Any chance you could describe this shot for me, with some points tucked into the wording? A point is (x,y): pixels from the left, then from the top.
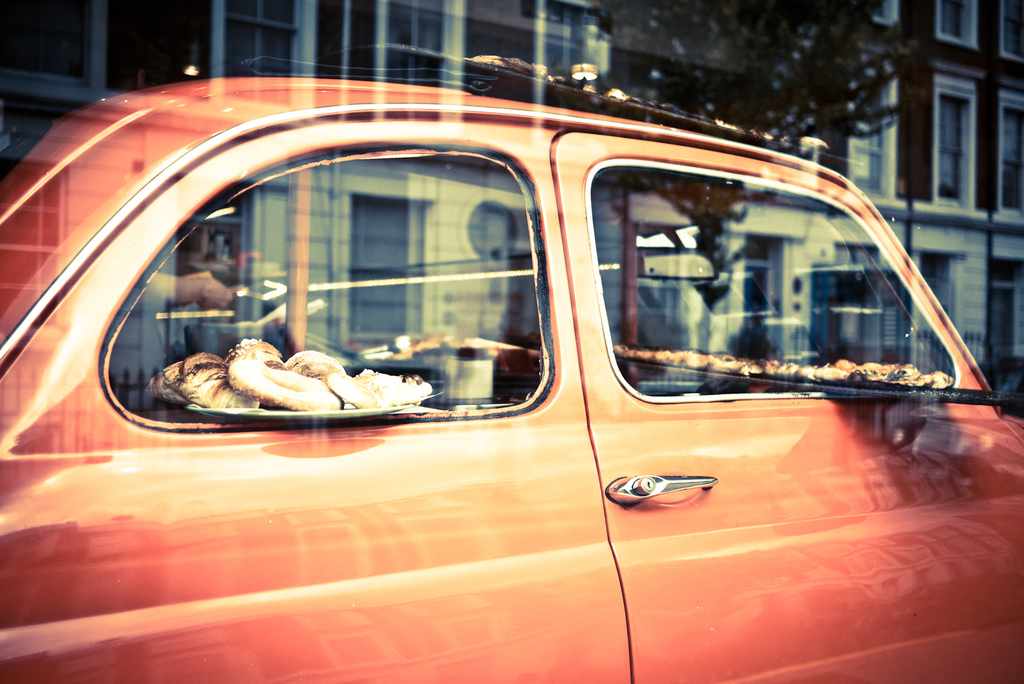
In front of the picture, we see a car (364,541) in orange color. We see a plate (330,413) containing eatables (397,396) and the hands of the person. In the background (358,199), we see buildings (109,25) and a tree (717,213).
